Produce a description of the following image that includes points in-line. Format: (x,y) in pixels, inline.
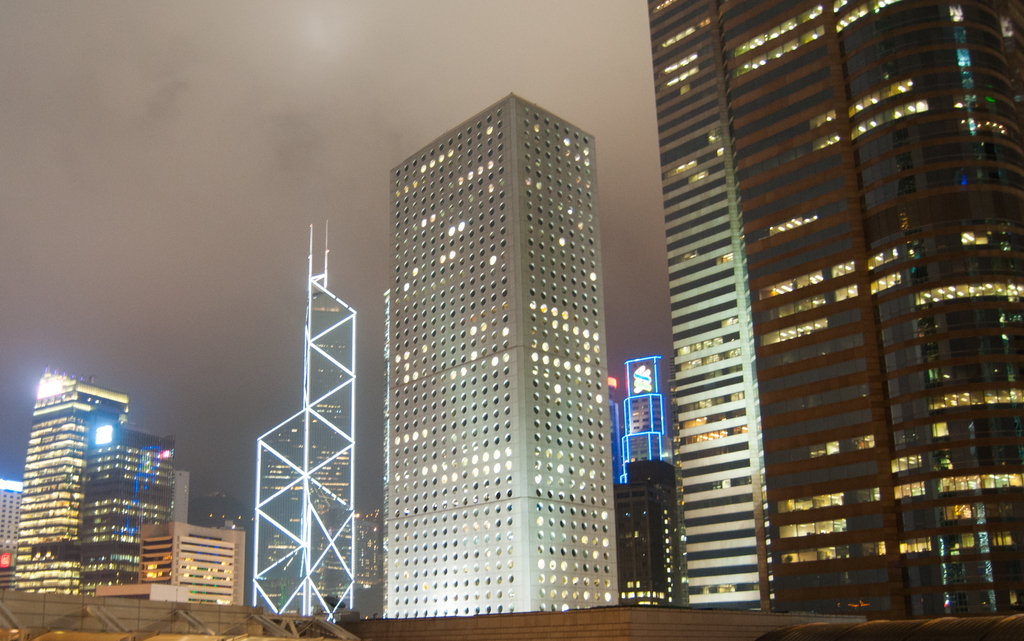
In the foreground of this image (401,458), there are buildings (351,461) and lights (352,447). At the top (218,49), there is the sky (157,58).
